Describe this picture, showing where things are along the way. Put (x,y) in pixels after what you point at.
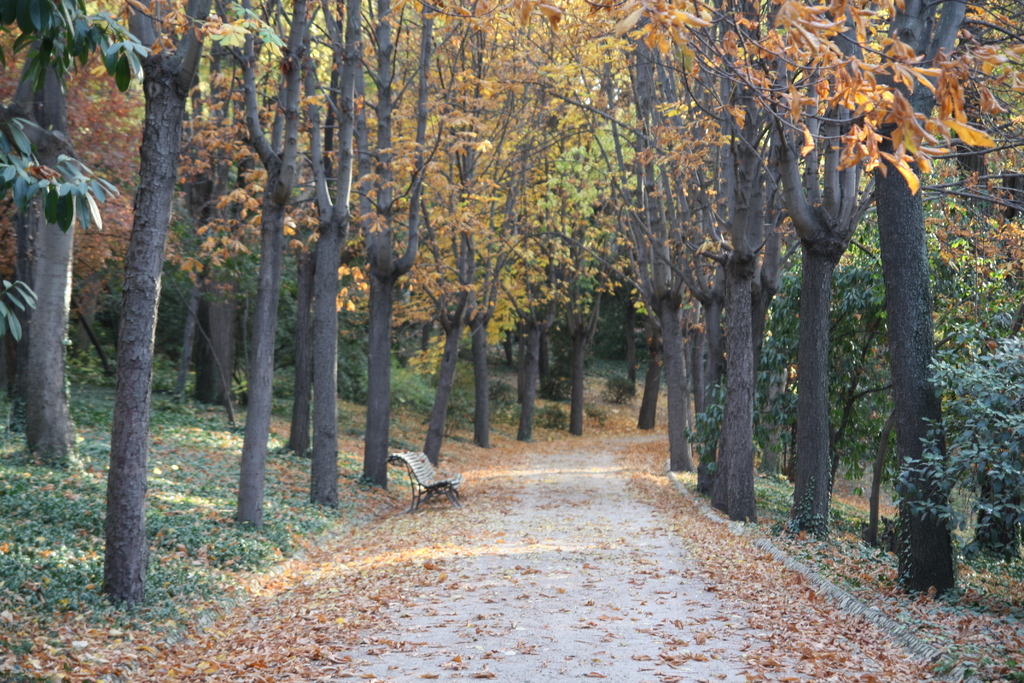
In this image I can see a bench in cream color, background (254,151) I can see trees (373,367) in green and brown color.
